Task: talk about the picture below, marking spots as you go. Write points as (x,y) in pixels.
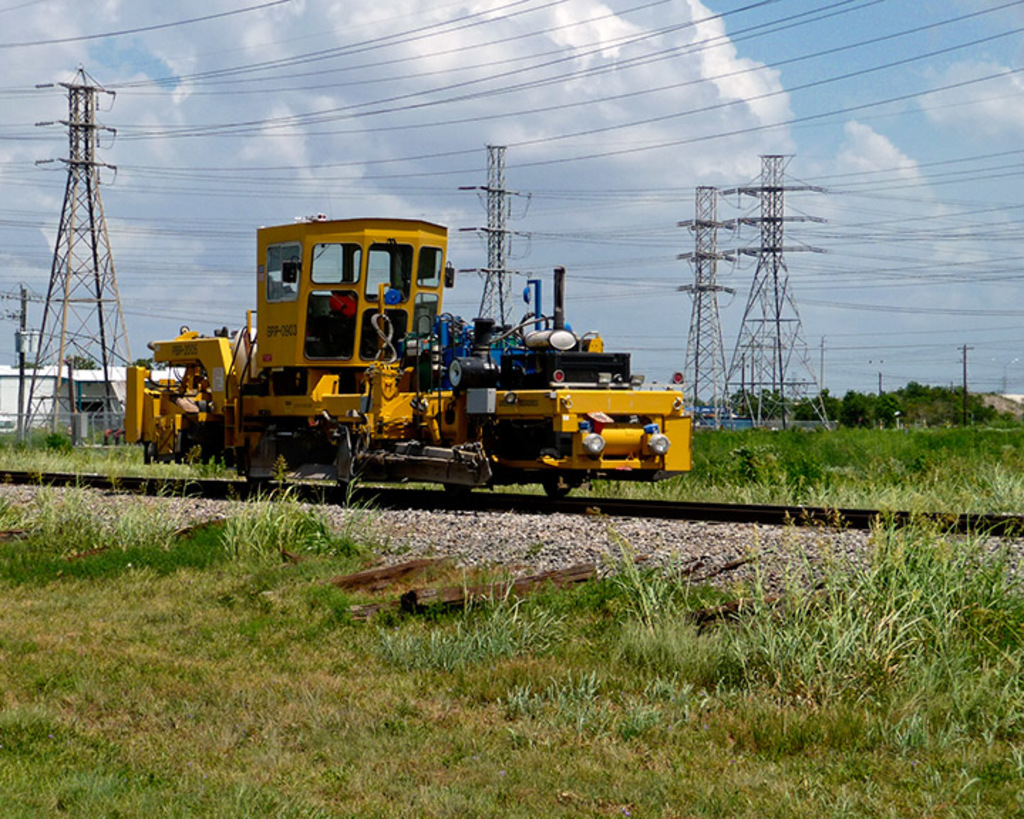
In the picture I can see vehicle (321,466) on the railway track (407,494). In the background (830,465) I can see the grass (776,466), wires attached to towers (776,302), buildings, trees (982,416), poles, the sky (904,336) and some other objects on the ground (763,534).
